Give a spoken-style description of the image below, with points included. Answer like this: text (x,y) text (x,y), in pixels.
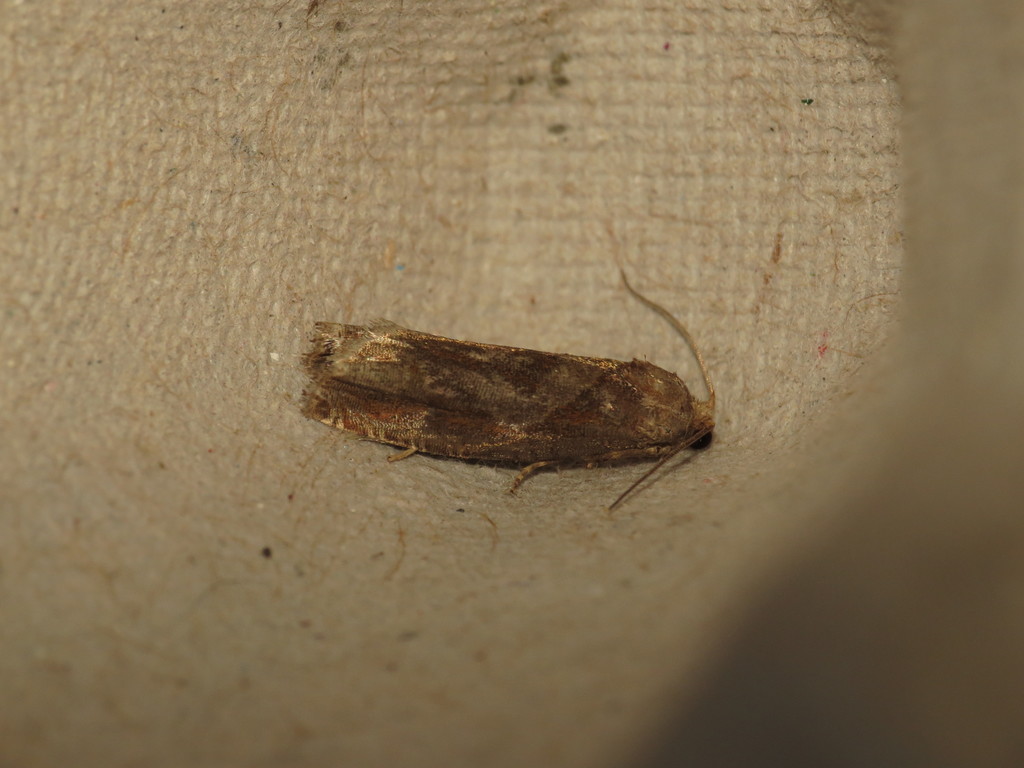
In this image we can see an insect (678,423) on the surface (122,309). This part of the image is blurred.
